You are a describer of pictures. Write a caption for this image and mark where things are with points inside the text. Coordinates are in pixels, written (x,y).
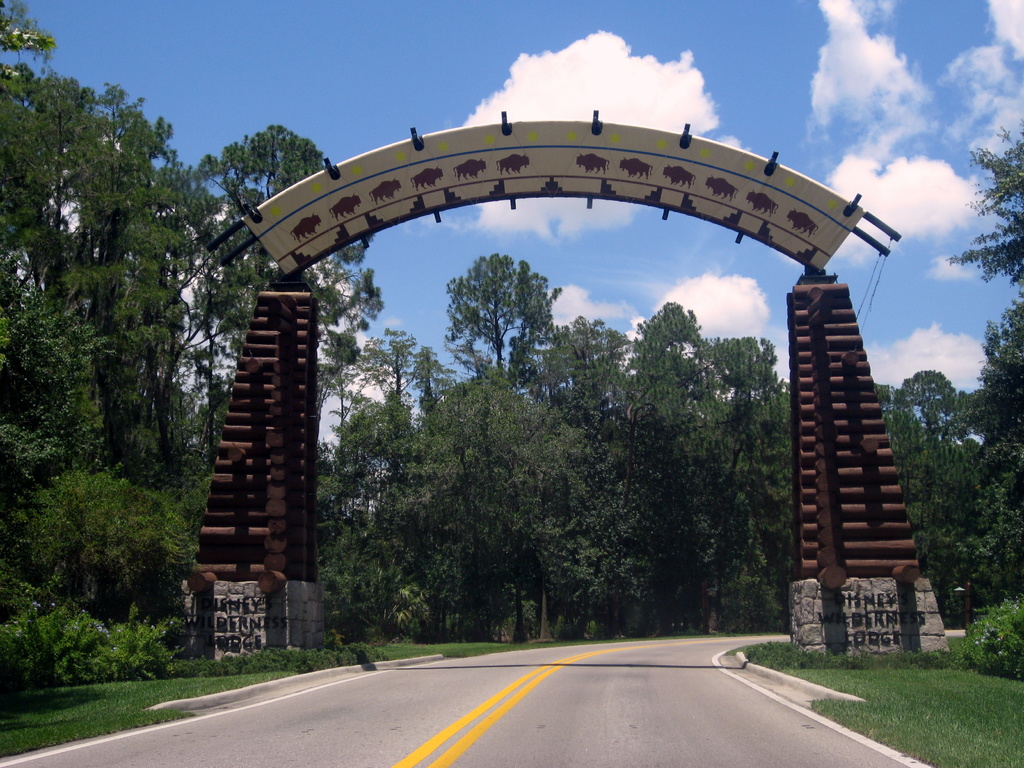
In this image I can see the road (539,734) and the arch (262,293). In the background (430,503) I can see many trees (606,361), clouds (564,111) and the sky (564,111).
